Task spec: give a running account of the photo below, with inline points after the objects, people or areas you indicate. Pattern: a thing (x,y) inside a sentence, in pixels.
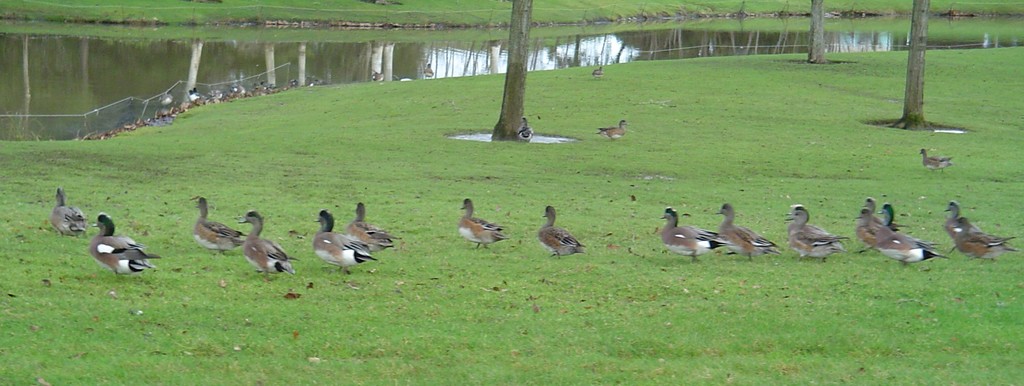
In this image, we can see some ducks (959,223) walking on the grass (570,296), we can see water (141,59) and there are some tree trunks (814,32).
